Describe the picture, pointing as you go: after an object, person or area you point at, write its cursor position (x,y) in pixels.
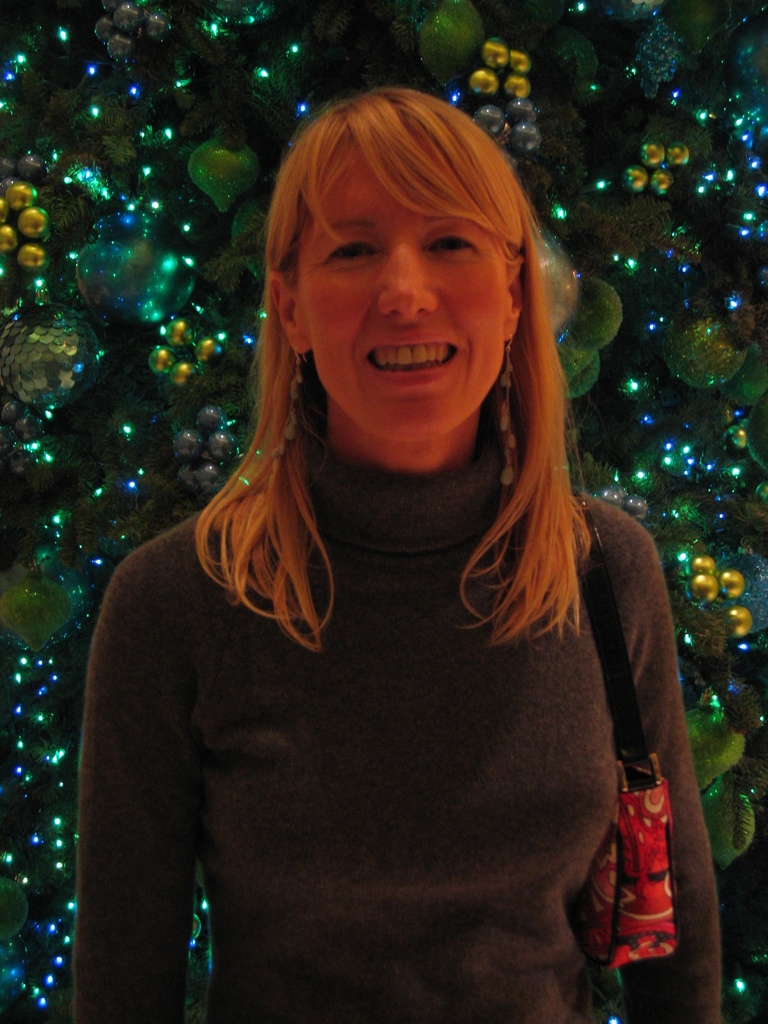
There is a woman (401,674) standing and smiling and wearing bag (616,674). Background (304,93) we can see decorative items (183,256) with lights (106,188).
